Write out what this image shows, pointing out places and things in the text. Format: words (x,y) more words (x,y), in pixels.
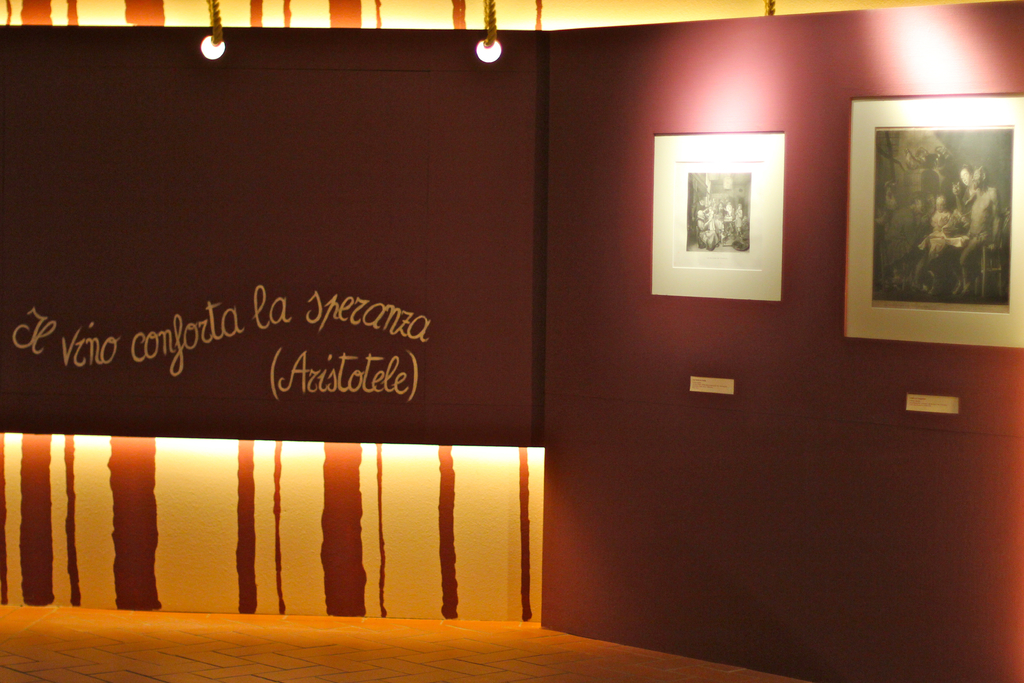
In this image I can see the floor (337,616), the brown colored surface (633,466) is tied with the ropes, two photo frame (746,202) to the surface (804,194), and the wall (199,19) which is cream and brown in color. I can see few lights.
